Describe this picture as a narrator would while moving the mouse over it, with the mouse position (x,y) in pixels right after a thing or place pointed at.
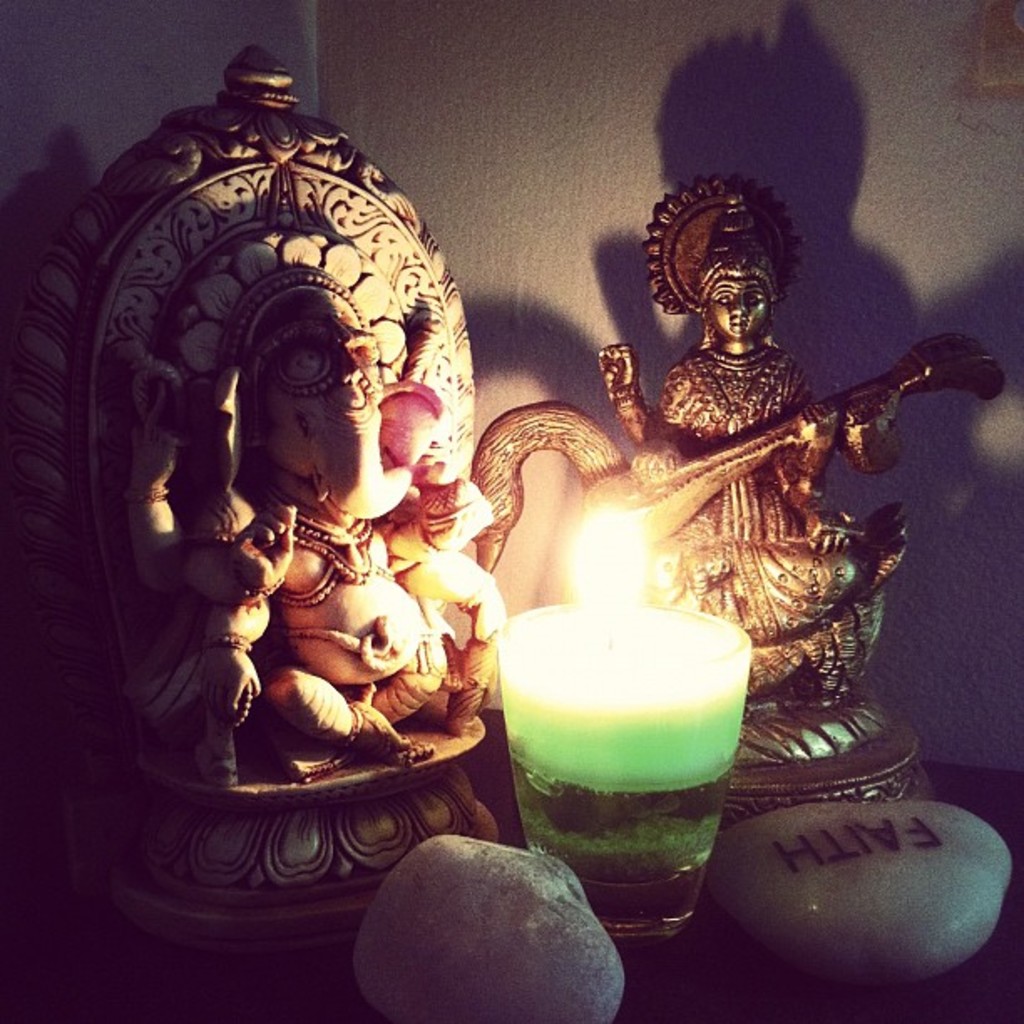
In this image we can see sculptures (716,424) and there are stones (956,896). We can see a candle (627,733). In the background (536,285) there is a wall (280,53).
